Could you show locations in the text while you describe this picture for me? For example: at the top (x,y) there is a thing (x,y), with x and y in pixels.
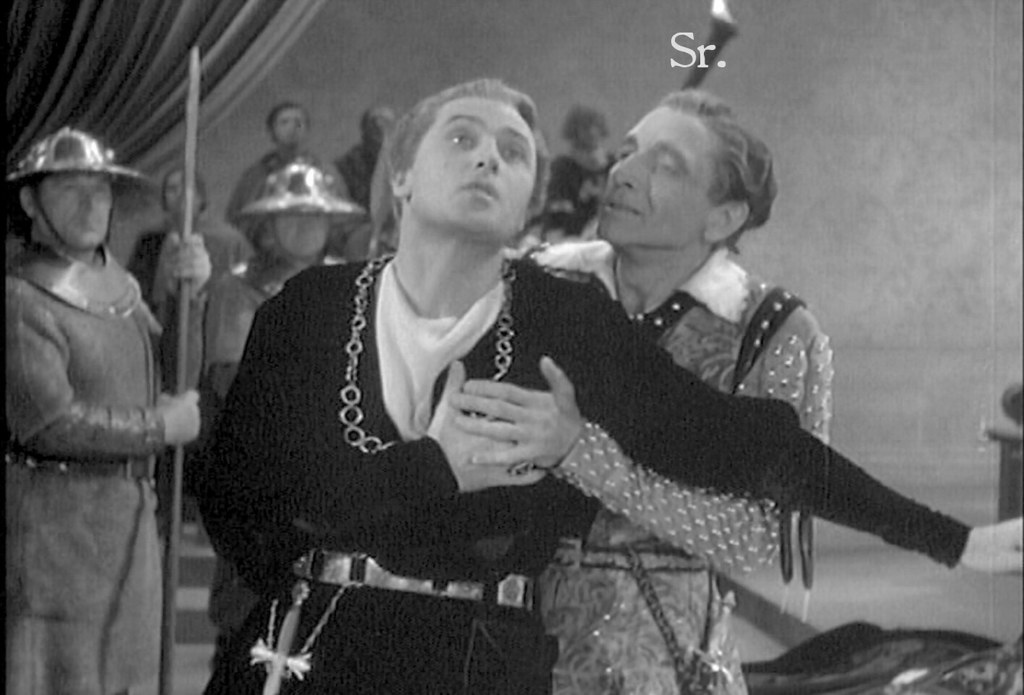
In this image there are two persons (613,404) standing, a person (597,240) holding another person (423,367), and in the background (60,170) there are group of people (60,170) standing, and there is a watermark (703,50) on the image.
